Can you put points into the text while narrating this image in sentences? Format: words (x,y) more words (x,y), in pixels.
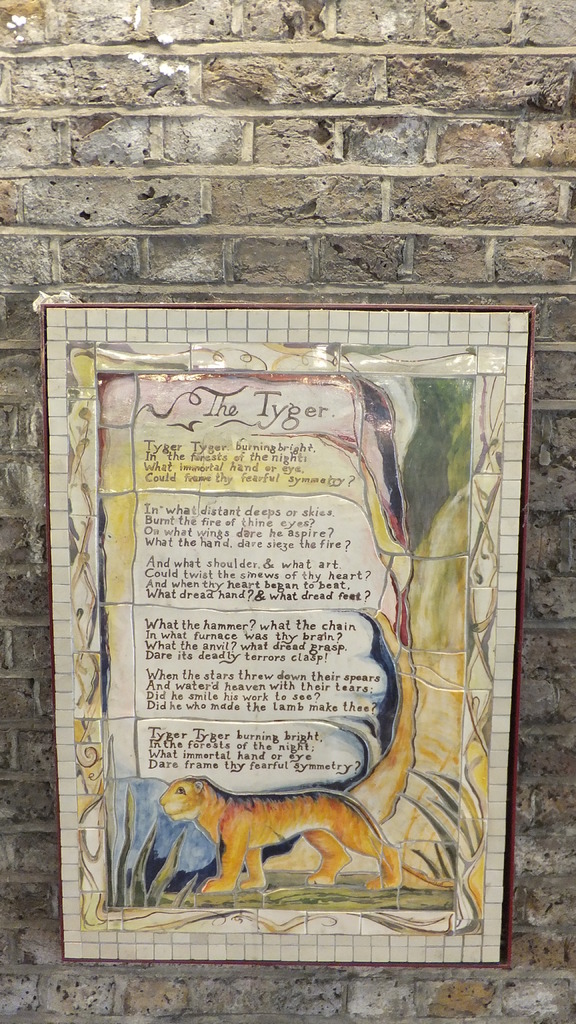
In this picture I can see a poster (294,533) with some text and a animal (326,865) and I can see wall (569,592) in the background (41,514).
